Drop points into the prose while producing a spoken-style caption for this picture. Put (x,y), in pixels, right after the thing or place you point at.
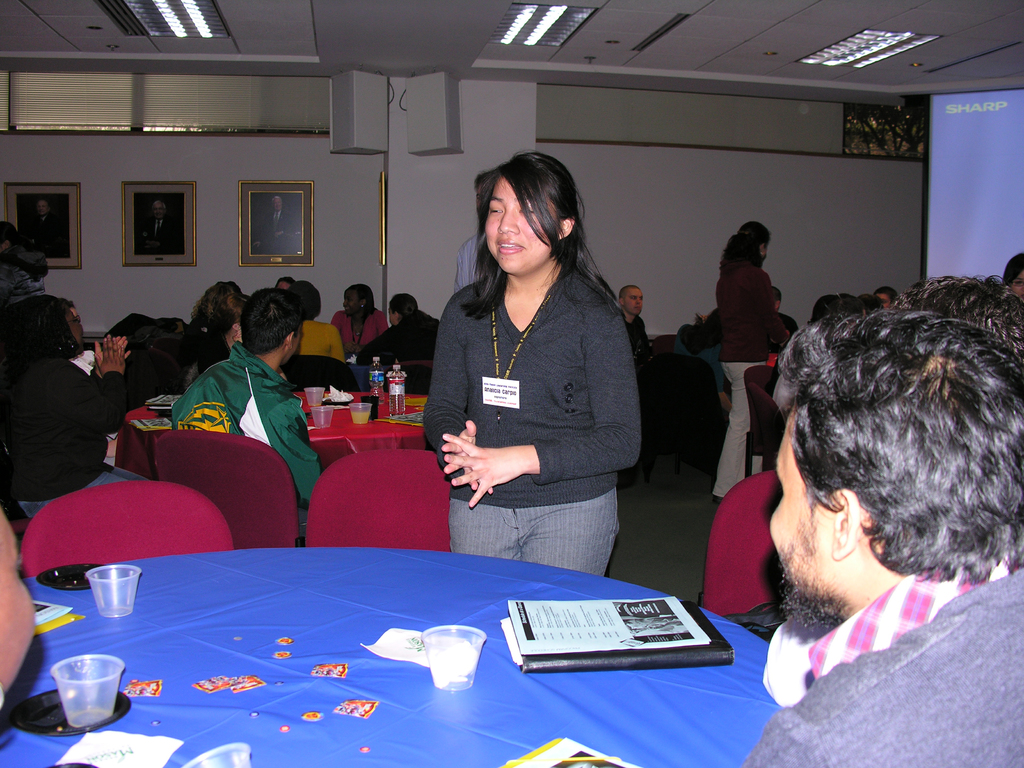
A picture inside of a room (744,147). On top (165,15) there are lights (183,21) attached to ceiling (284,31). Far there are pictures (187,240) on walls (356,209). Most of the persons (331,329) are sitting on chairs (159,486). In-front of them there are tables (377,433), on this tables (311,434) there are cups (94,670), book (645,654), paper (641,620) and bottles (402,380). In-front of this blue table (433,582) a woman (526,492) is standing and smiling. At the right side of the image (1005,209) there is a screen (969,174).
